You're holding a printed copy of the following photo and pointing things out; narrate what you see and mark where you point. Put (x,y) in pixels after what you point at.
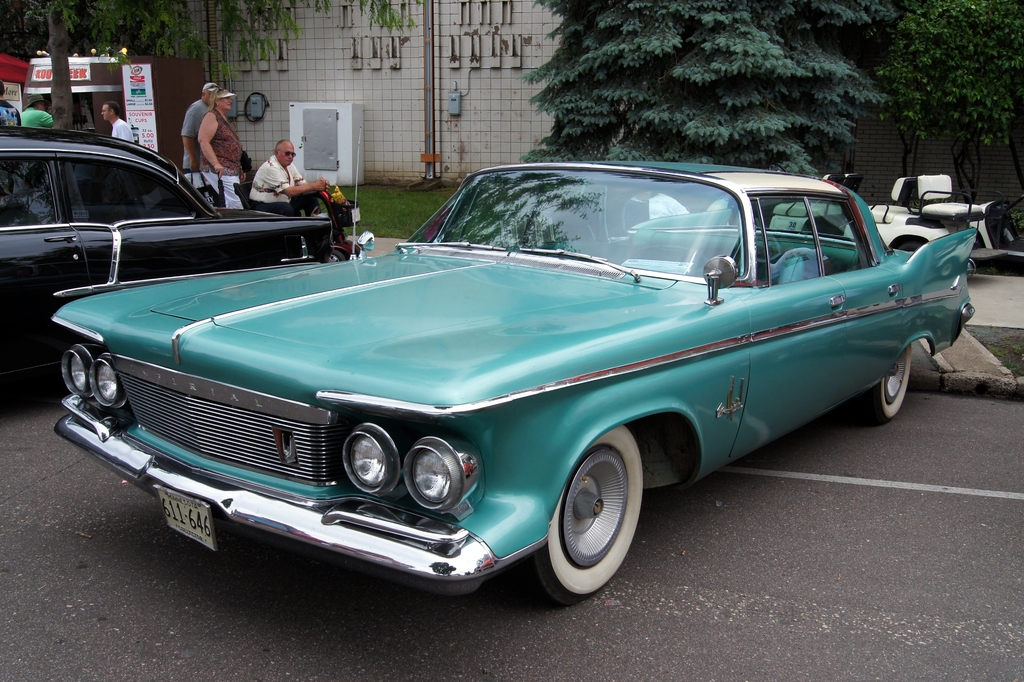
In this picture we can see few cars (696,255) and group of people (219,140), in the background (457,103) we can see few trees (593,51), a building (402,72) and hoardings (102,74).
